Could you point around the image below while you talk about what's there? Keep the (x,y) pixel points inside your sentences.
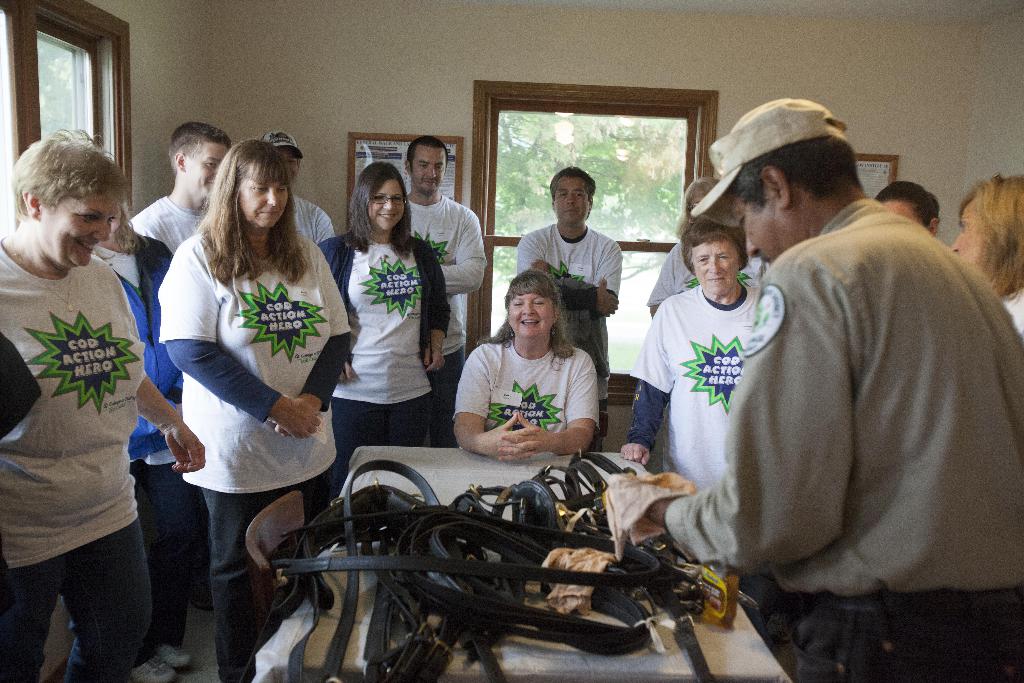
This image is taken indoors. In the background (473,110) there is a wall (412,125) with two frames (457,144) on it. There is a window (85,104). In the middle of the image (404,448) there is a table (588,667) with many things (508,574) on it. There is an empty chair (259,579). Many people (212,428) are standing and a woman (476,422) is sitting on the chair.
